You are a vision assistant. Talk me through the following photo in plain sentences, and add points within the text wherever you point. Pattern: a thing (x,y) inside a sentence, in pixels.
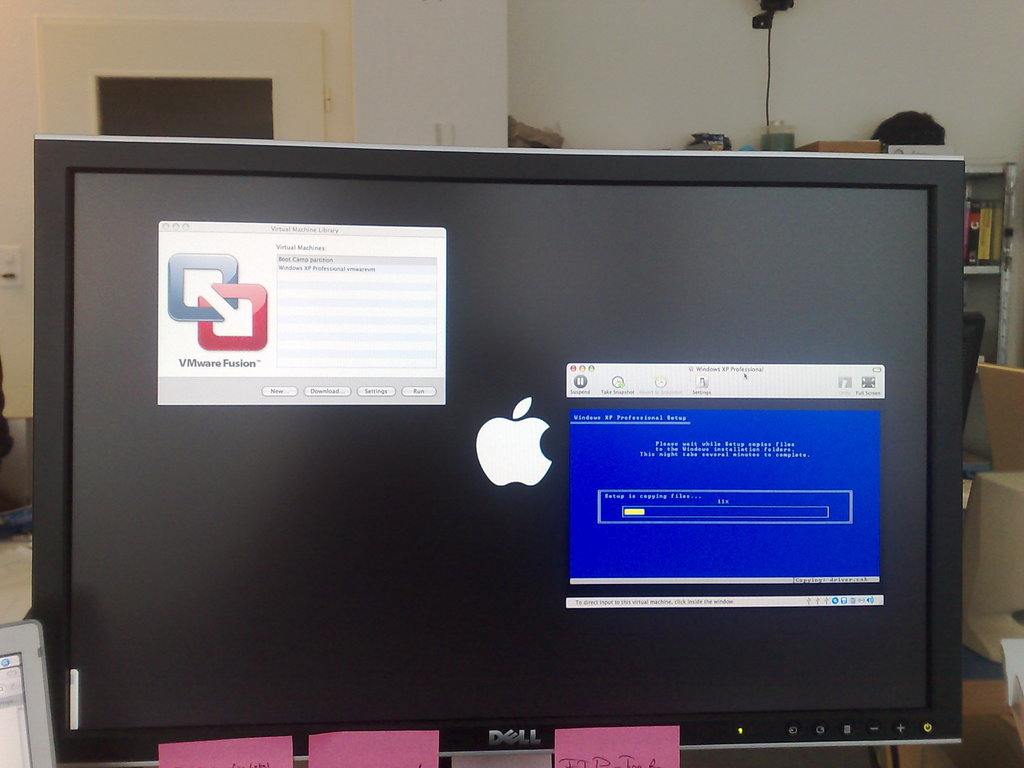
In the foreground of this image (271,413), there is a screen (353,546) and at the bottom (358,757), there are three papers (373,757). On the left (13,708) there is another screen (13,670). In the background (118,105), there is a door (289,110), wall (656,42), few books (983,223) in the rack (969,220) and few more objects (991,436).
